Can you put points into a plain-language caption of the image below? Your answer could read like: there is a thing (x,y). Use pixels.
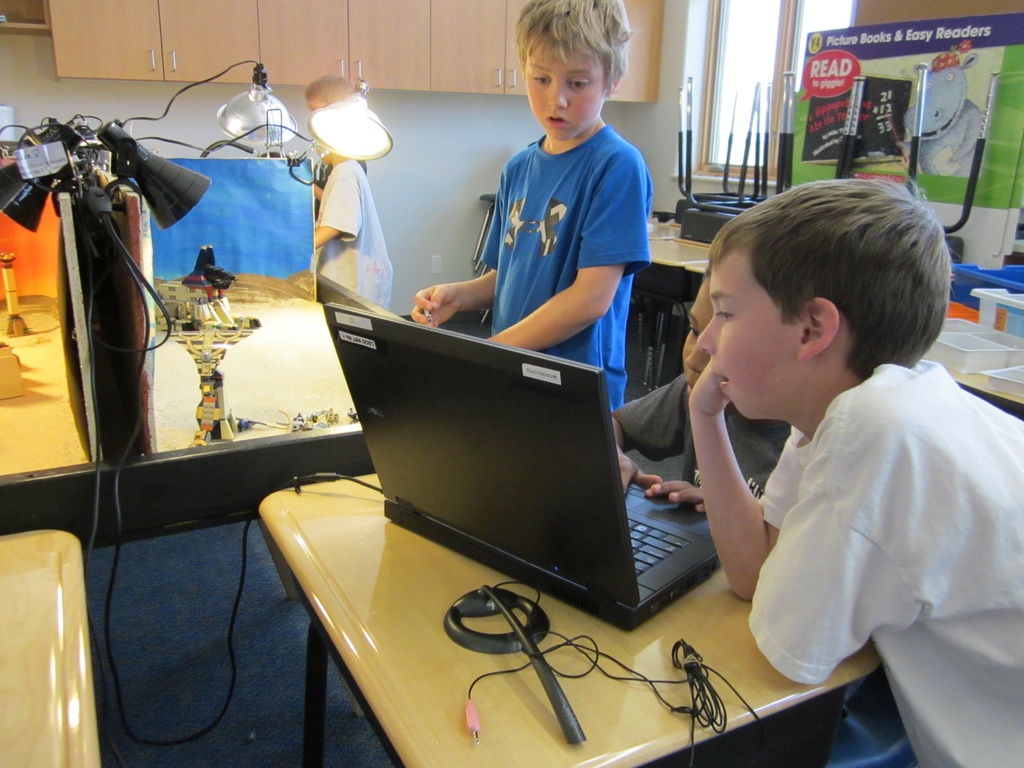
There are three children (851,407). This is table (701,609). On the table (420,689) there is a laptop (596,568) and cables (518,670). This is floor (187,683) and there are lights (322,136). In the background (127,21) we can see cupboards (412,32), wall (417,138), tables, banner (1006,125), windows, and one child (352,263).
